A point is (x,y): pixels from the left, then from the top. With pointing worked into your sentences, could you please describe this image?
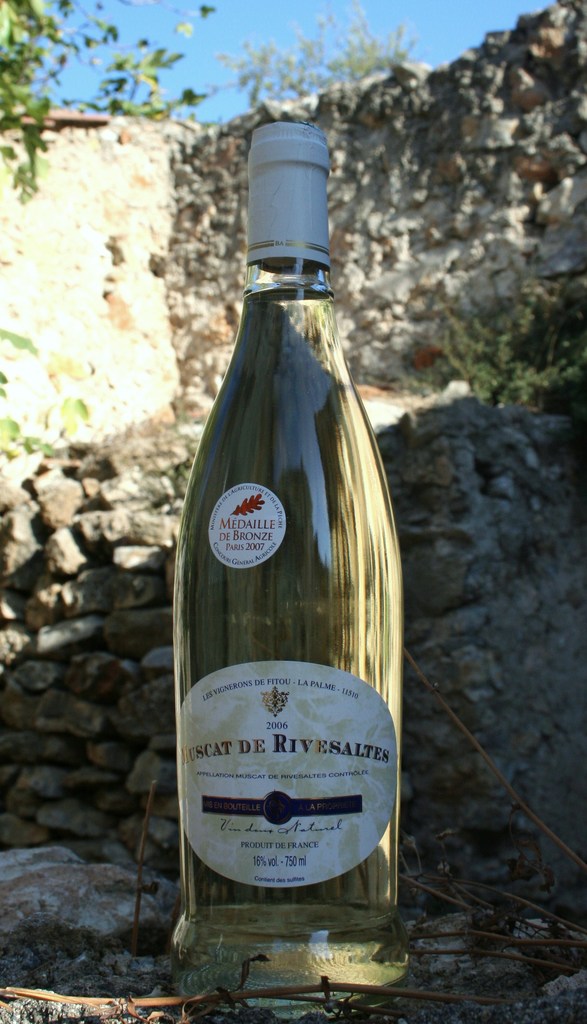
This is a wine bottle (206,968) which is in the center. In the background (122,810) we can see stones (74,539) and a tree (35,138).
